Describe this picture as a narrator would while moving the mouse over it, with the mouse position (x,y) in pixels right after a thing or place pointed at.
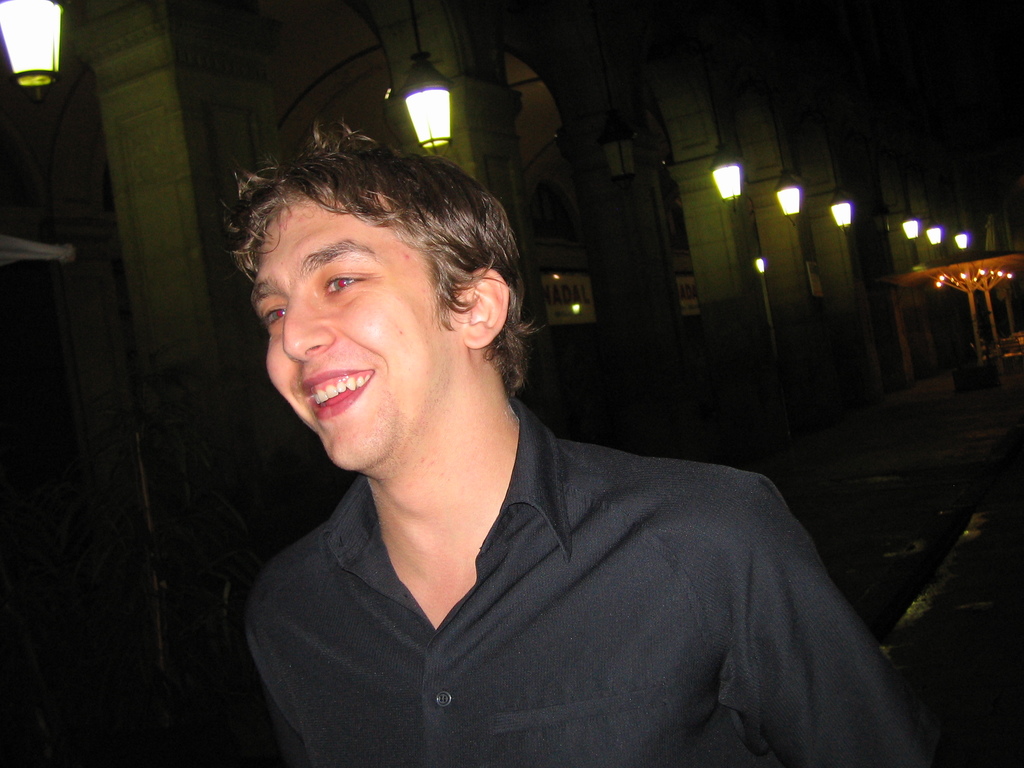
In this picture there is a man (662,482) who is wearing black shirt (732,517) and he is smiling. On the left (114,390) there is a building (248,339). On the right (717,173) i can see the lights (626,169).
